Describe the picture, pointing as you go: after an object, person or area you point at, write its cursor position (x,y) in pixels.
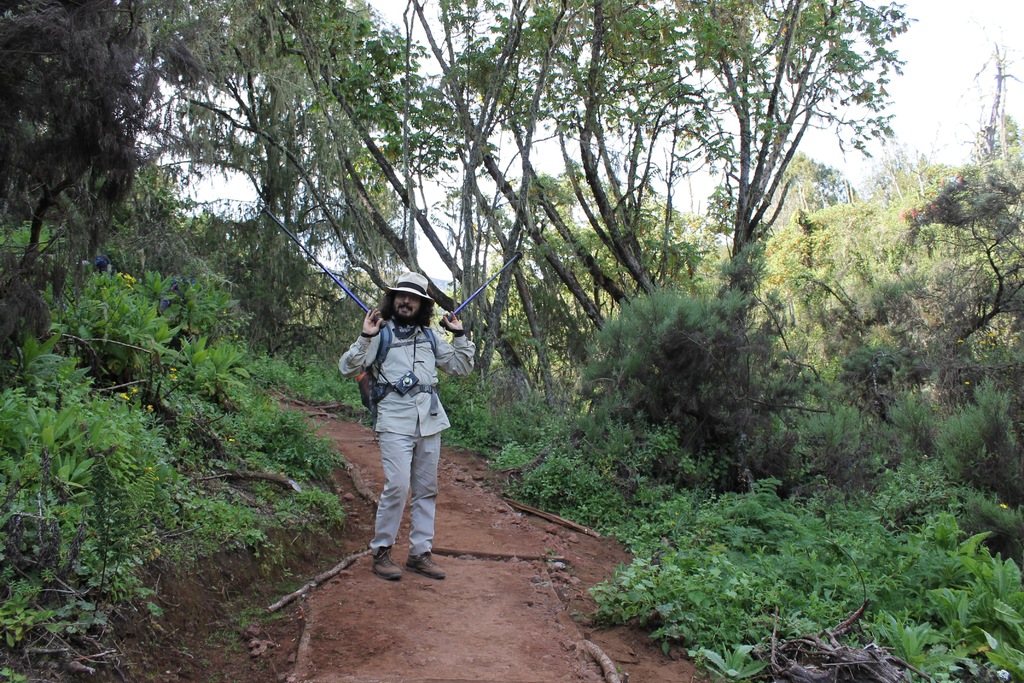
In this image there is a person (408,319) with a hat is standing and holding the sticks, and in the background (621,366) there are plants (621,366), trees (636,214), sky (645,137).
